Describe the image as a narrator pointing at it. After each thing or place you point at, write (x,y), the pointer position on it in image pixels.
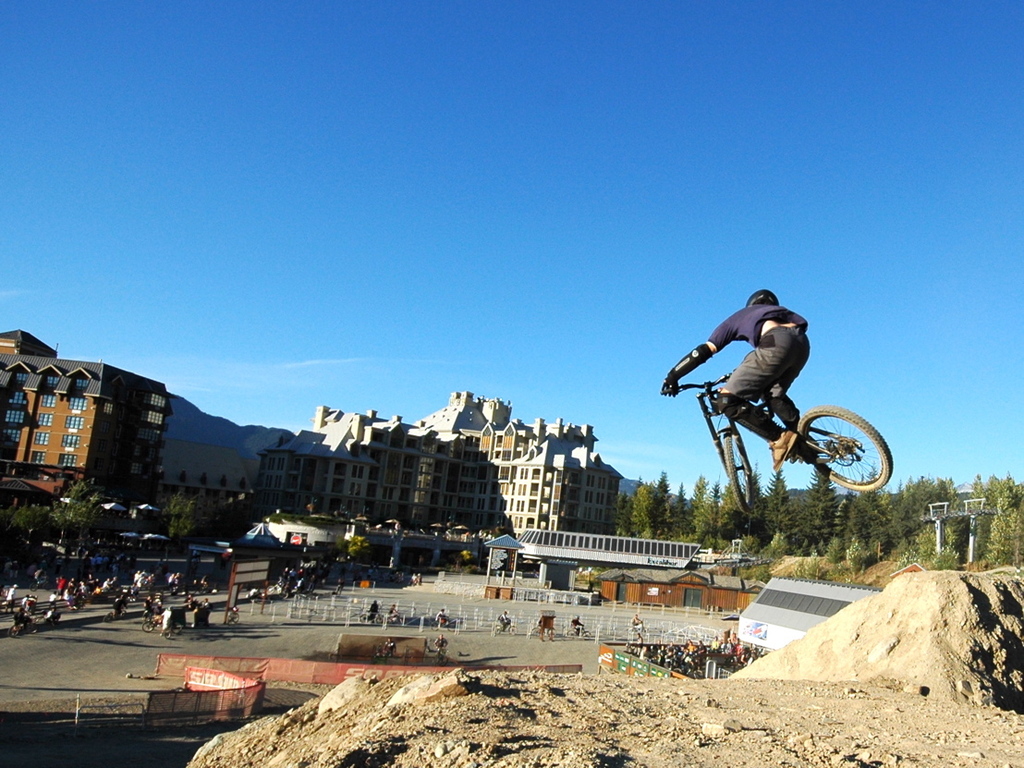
There is a fence (267,601), people (282,587), and bicycles (509,632) at the bottom of this image (404,653). We can see trees (848,539) and buildings (233,502) in the middle of this image (513,474). There is one man (786,360) on the bicycle (731,450) is on the right side of this image (793,397), and there is a blue sky (726,293) at the top of this image (591,248).
